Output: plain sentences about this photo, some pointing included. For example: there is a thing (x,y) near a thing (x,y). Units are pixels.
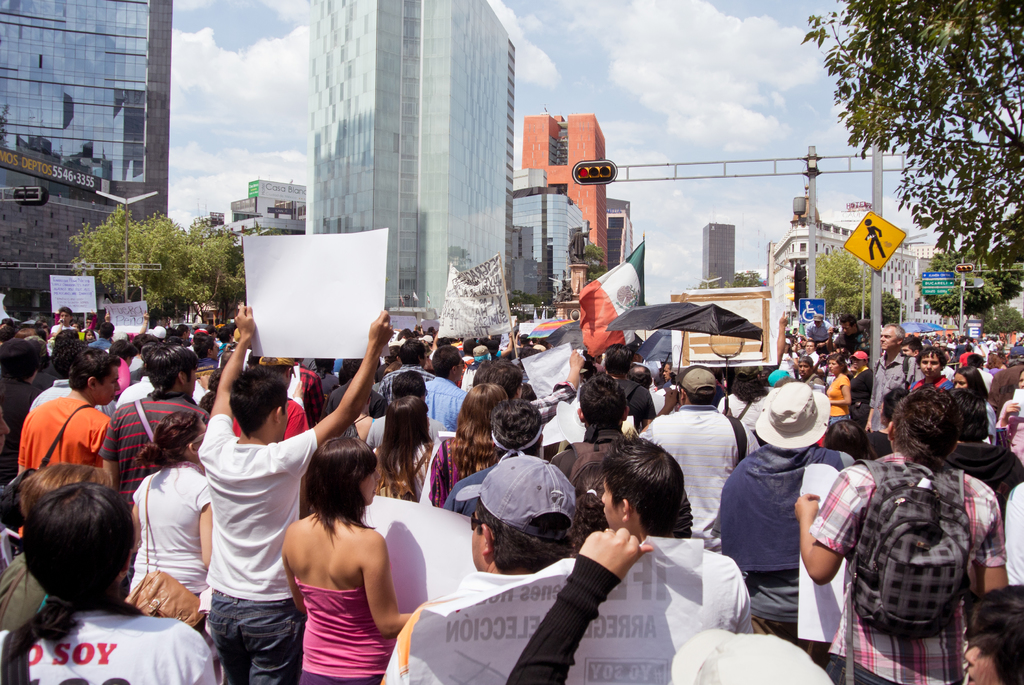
In this picture I can observe some people (285,421) standing on the road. There are men (505,443) and women (297,542) in this picture. Some of them are holding charts (277,292) in their hands (254,316). In the background (483,251) there are buildings (471,242), trees (149,266) and some clouds (540,81) in the sky (695,70).
